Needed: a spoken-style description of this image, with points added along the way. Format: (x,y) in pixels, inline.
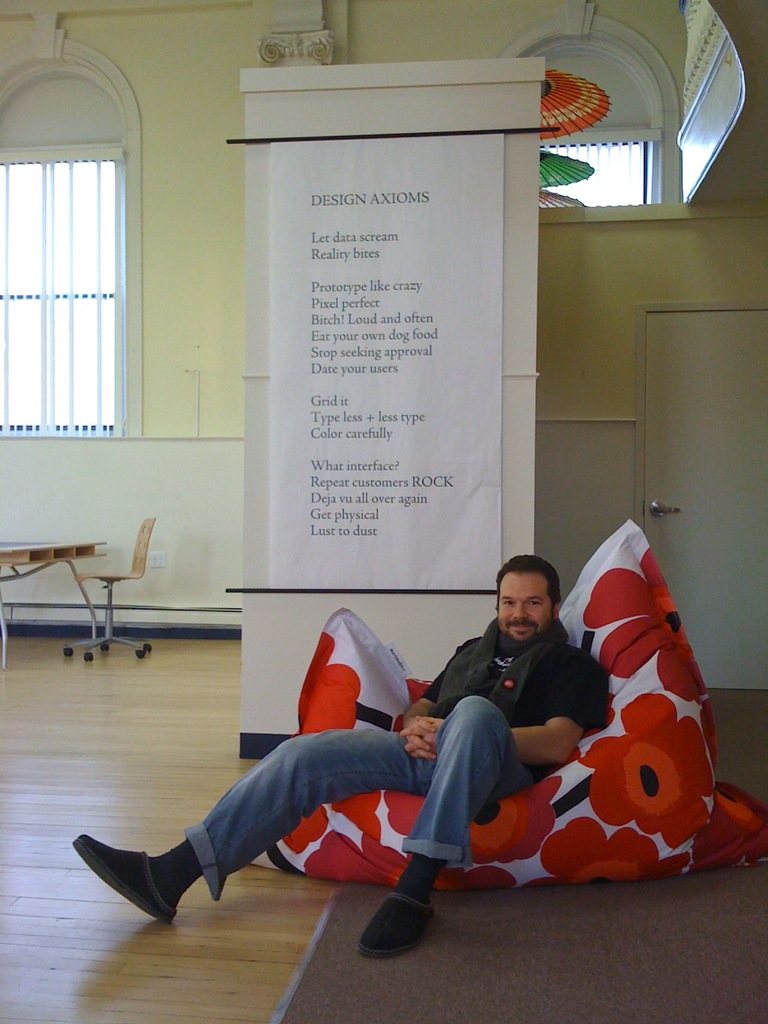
In this picture we can see man (314,744) sitting on some cushion (635,723) with beautiful flowers (641,702) on it and in the background (402,343) we can see some notice (391,343) to the pillar (255,206) and we have window (75,392), table (47,552), chair (83,577), floor (168,743), door (668,368).
